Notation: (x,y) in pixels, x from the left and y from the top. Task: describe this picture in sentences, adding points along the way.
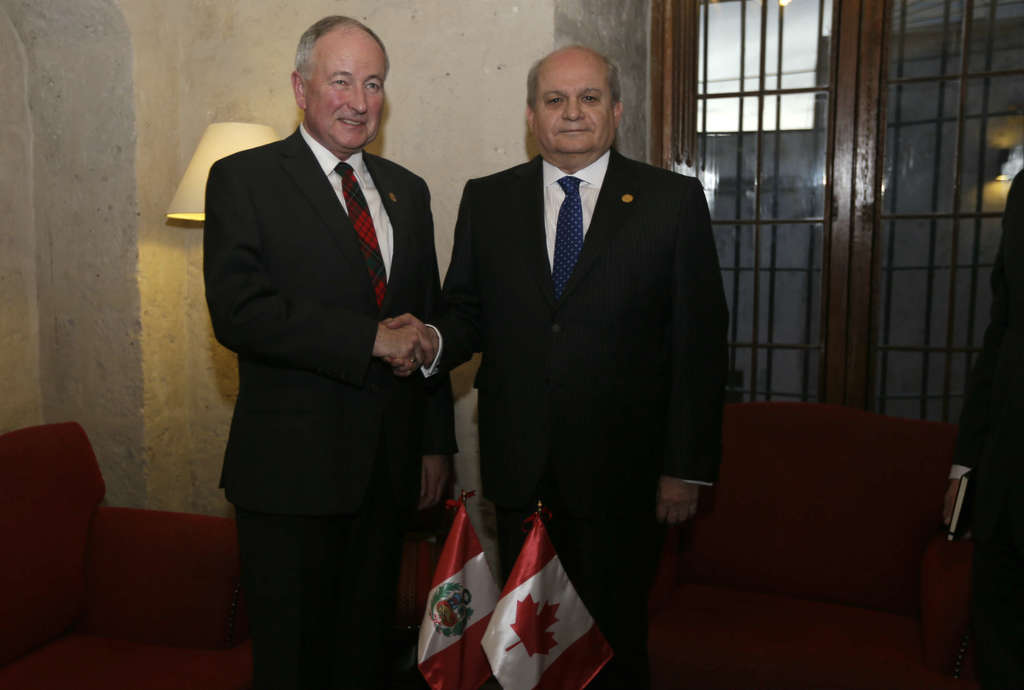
In this image we can see two people (428,373) shaking their hands (408,335). On the right side (954,489) we can see a person (984,437) holding a book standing beside them. We can also see the flags (484,619), chairs (203,609), wall (155,236), lamp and the windows (877,208).
